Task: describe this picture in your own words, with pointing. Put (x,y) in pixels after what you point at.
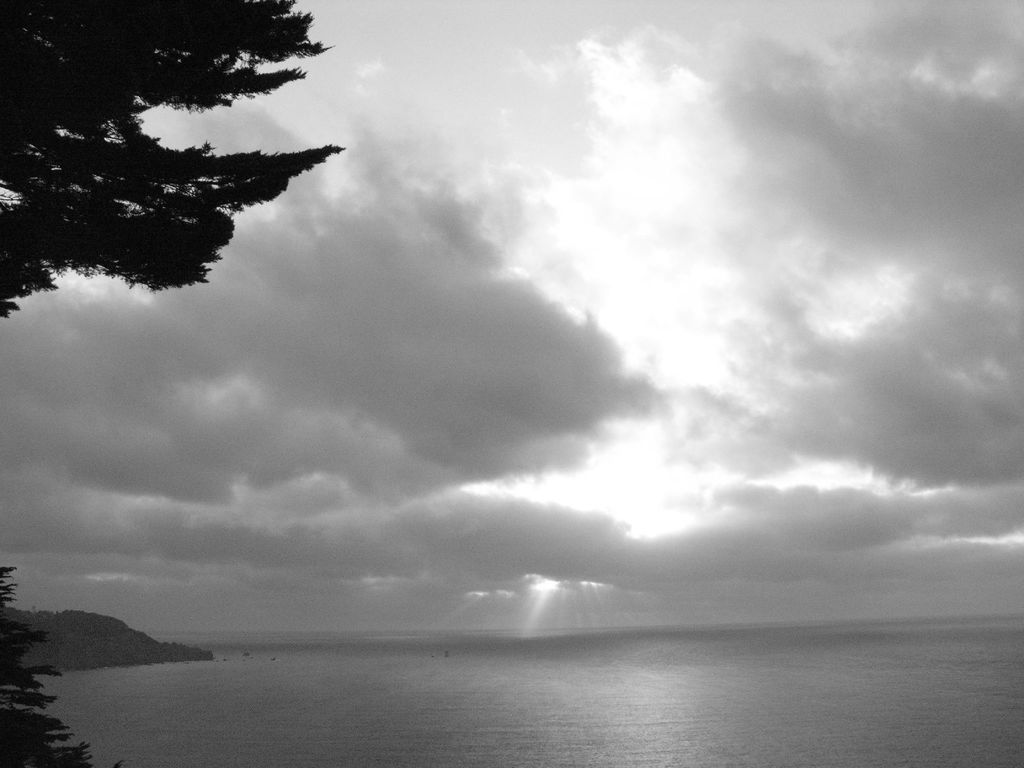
In the image there is a water surface (226,706) and on the left side (121,208) there are few trees (181,28) and it is a black and white image.
